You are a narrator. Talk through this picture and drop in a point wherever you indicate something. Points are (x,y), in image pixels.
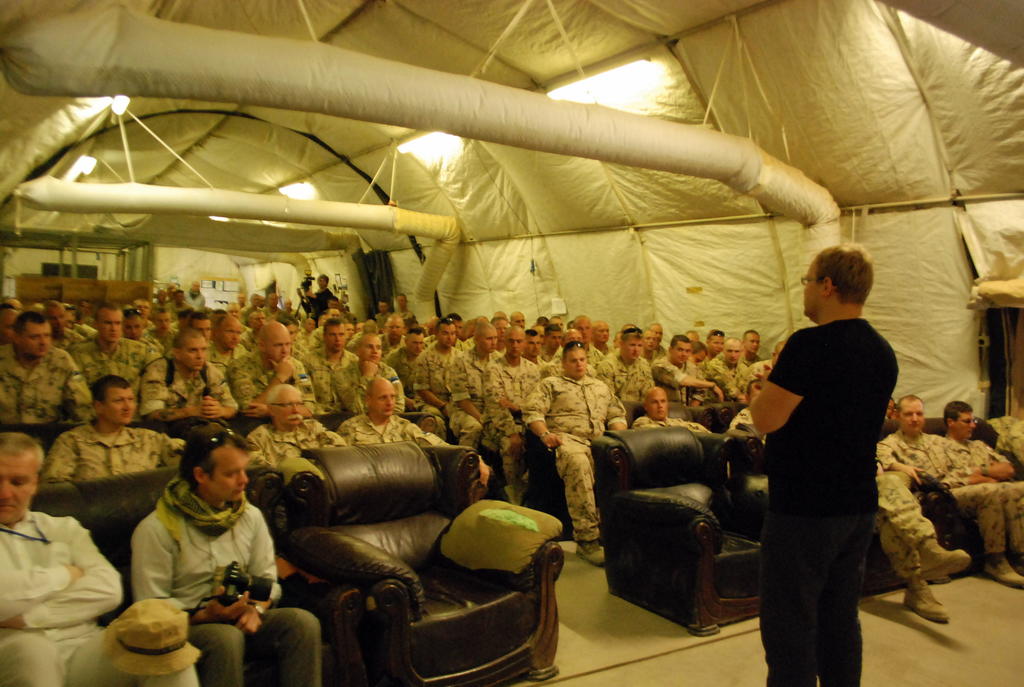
Here in this picture we can see a crowd of people (254,339) are sitting. And to the front (33,554) row left corner there is a man (70,571) sitting, there is a hat (149,615) on knee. To the beside of him there is man (175,569) sitting and he is holding a camera (246,590), around his neck (203,522) there is a stole (197,521). And there is black sofa (376,521). In front (821,386) all of them there is man (814,537) standing with black color t-shirt (805,450). And we can top of that there is light (602,85). And to the last corner there is a man (321,298) holding a video camera (308,290).
